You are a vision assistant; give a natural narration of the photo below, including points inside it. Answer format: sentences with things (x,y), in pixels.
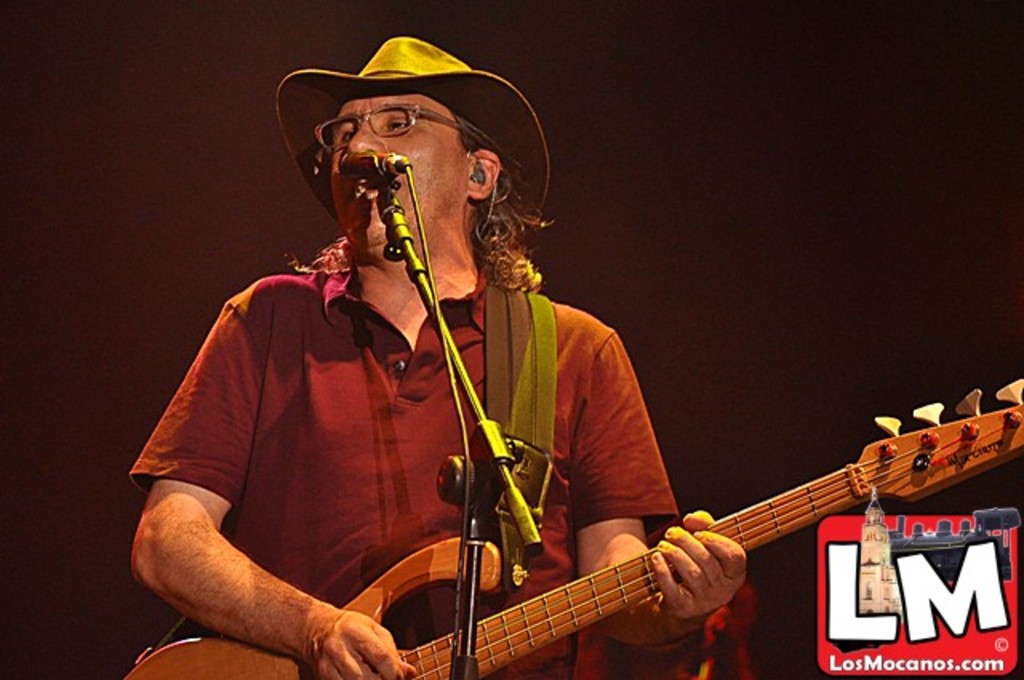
This is the picture of a man (303,331) with a hat (388,87) and spectacle (392,131) holding the guitar (528,607). In front of the man (433,348) there is a microphone (401,156) with stand (446,325). Background of the man (418,198) is a black color on the image there is a watermark (945,600).
